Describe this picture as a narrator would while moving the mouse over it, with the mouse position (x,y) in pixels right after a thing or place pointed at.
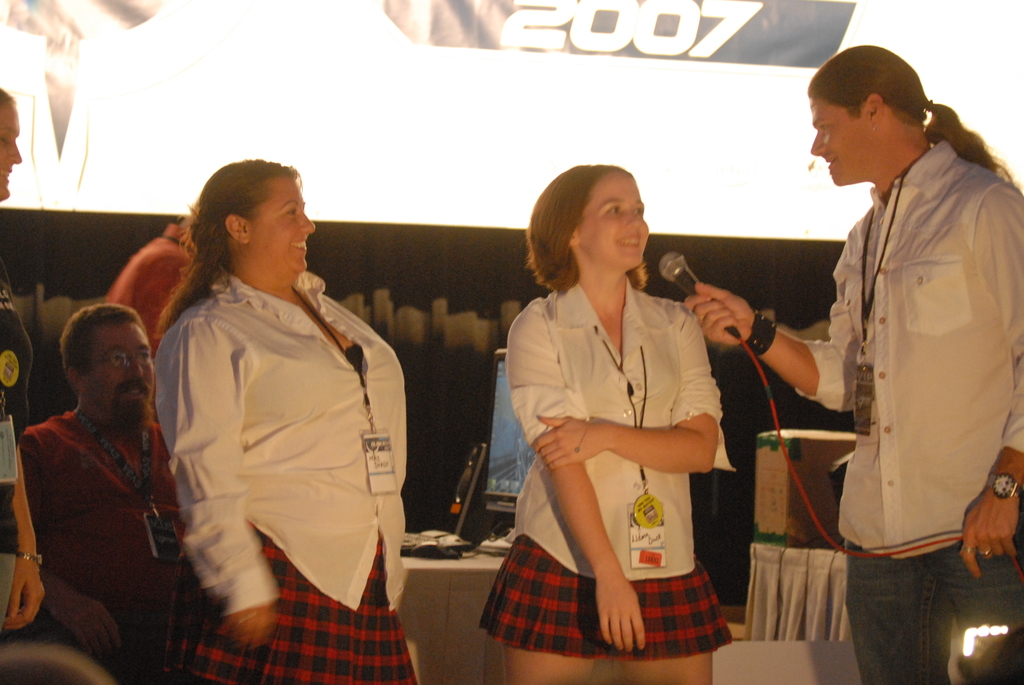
In this picture there are two girls (683,486) wearing a white color shirt (325,453), with ID card (376,446) is standing in the front (581,429) and smiling. Beside there is a man (877,429) wearing, white shirt (953,365) is taking a interview by holding the black microphone (689,290). Behind we can see the laptops (453,501) and black and white banner board (494,269).
